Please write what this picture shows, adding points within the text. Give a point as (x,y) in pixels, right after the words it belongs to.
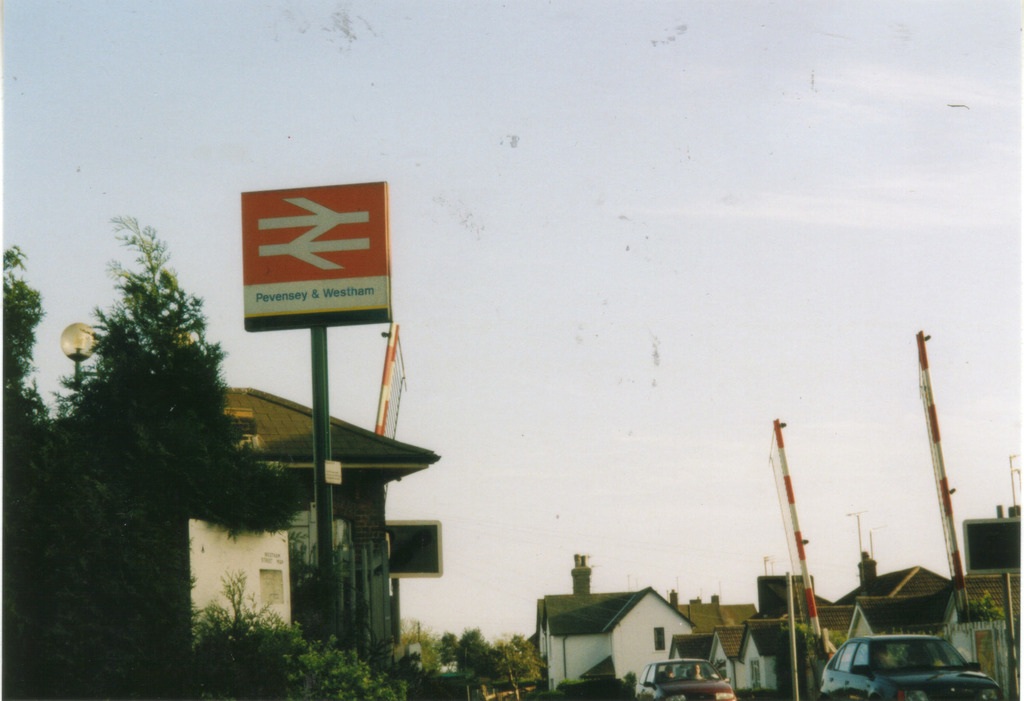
In this picture we can see houses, vehicles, name boards (199,600), here we can see a street light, poles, trees (84,506), some objects (350,612) and we can see sky (405,620) in the background (592,564).
